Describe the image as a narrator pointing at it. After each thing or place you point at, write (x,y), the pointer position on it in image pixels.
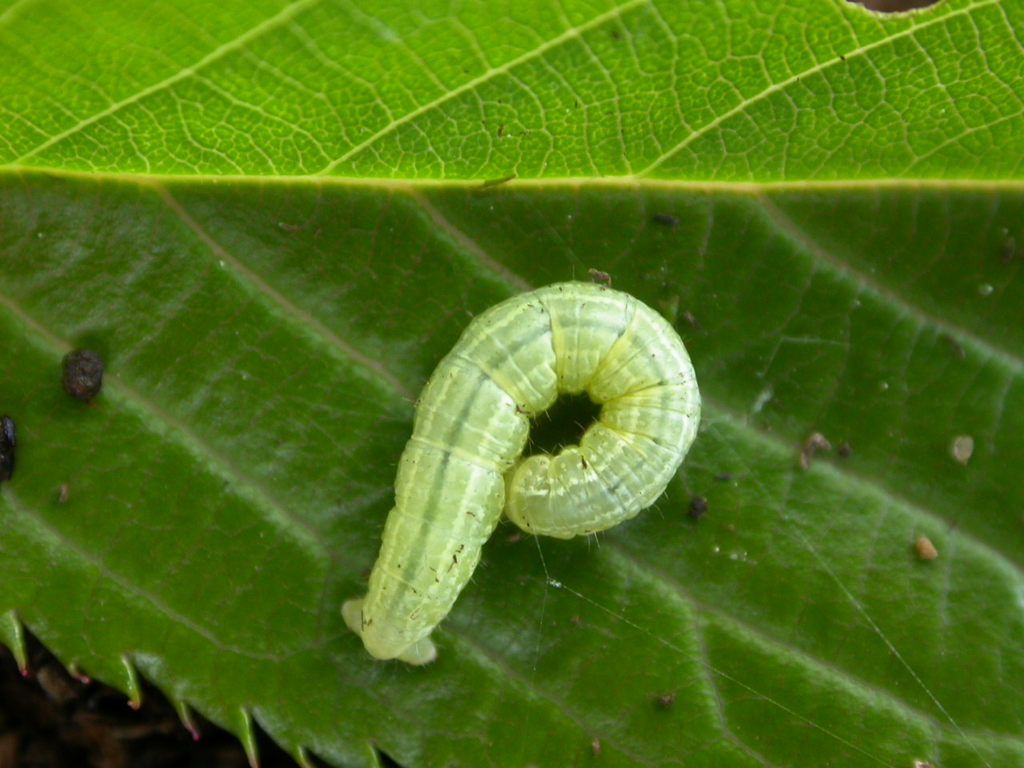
In the image there is a worm (640,416) on the leaf (71,399).
